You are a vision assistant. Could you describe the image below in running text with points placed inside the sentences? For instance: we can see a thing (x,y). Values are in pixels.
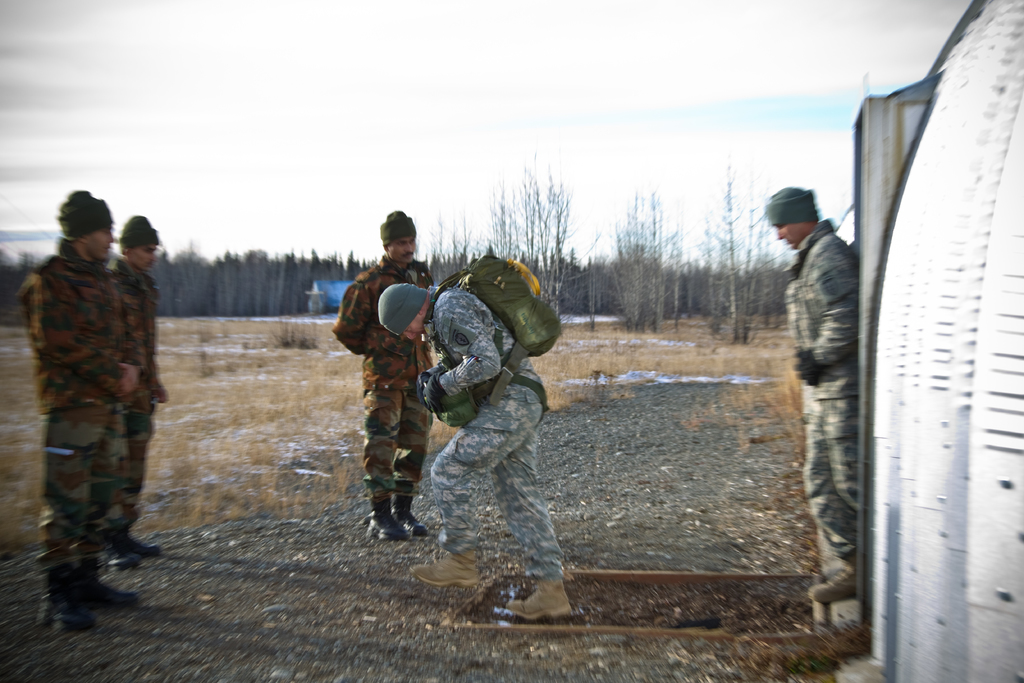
This is an outside view. Here I can see five men (90,309) wearing uniform (385,393) and standing on the ground (304,584). One man (451,307) is wearing a bag (539,310), holding an object (458,409) in the hands (435,381), looking at the downwards and walking. In the background (593,273) there are trees (646,272). On the right side (952,377) there is a vehicle (952,574). At the top of the image (272,88) I can see the sky (199,80).
